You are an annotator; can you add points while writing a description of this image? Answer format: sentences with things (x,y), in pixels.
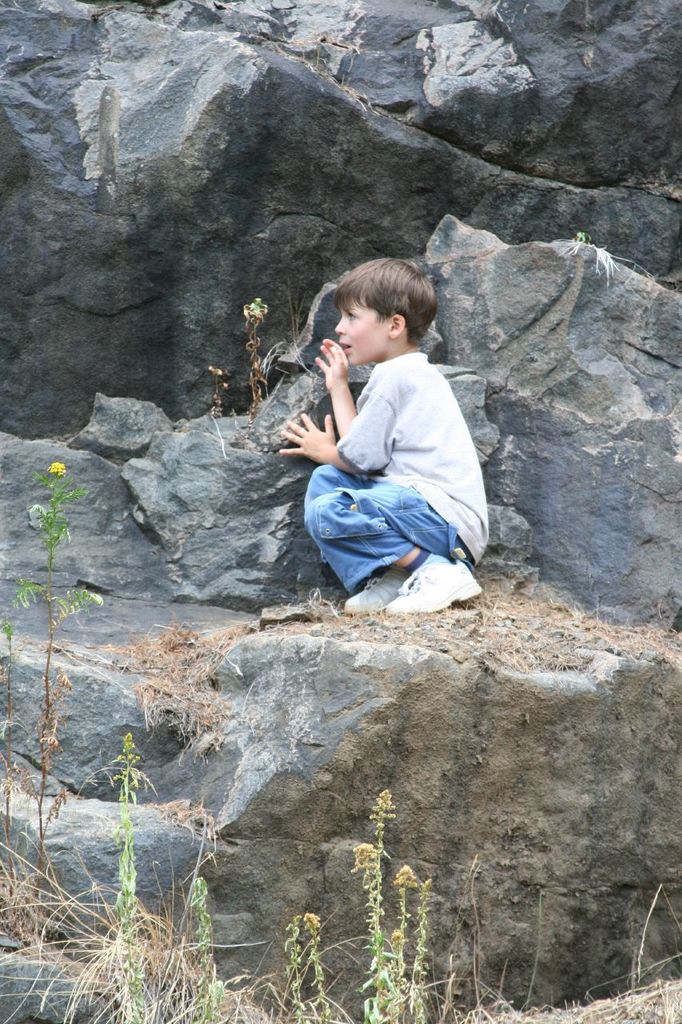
In the middle of the picture (414,513), we see the boy (420,525) in the white T-shirt (422,461) is sitting on the rock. At the bottom (201,940), we see the plants (132,1007) and the grass (166,697). In the background (281,244), we see the rocks (319,343).
